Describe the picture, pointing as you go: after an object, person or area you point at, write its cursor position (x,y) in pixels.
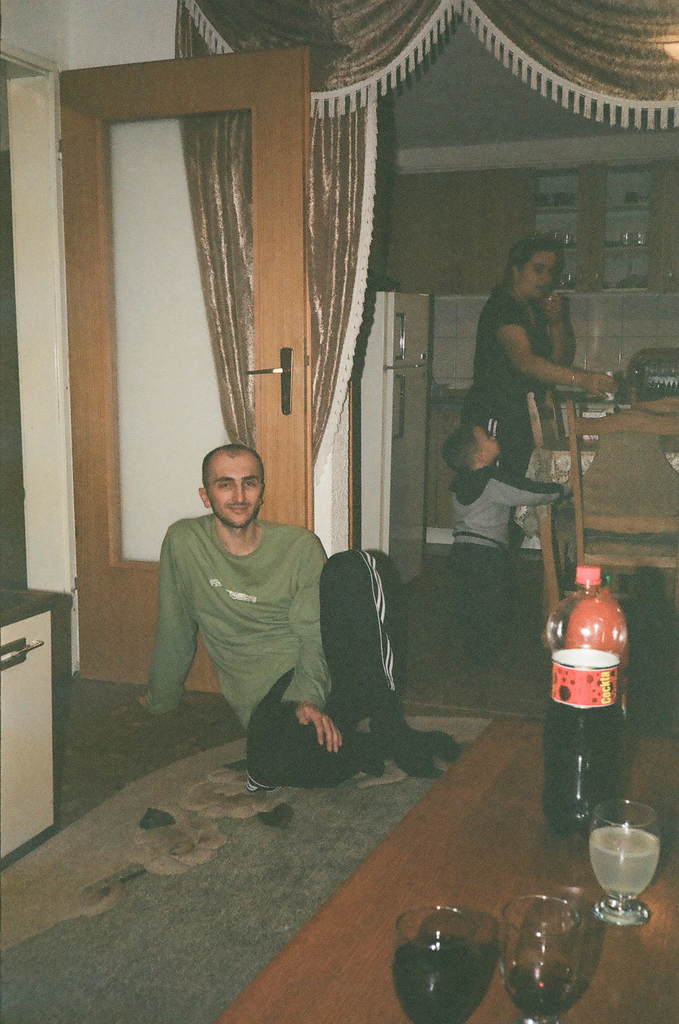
in this image we can see a person (238,694) sitting on the floor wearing green color t shirt (274,645) and black color pant (283,737). On the right side of the image (519,857) we can see a table (428,868) on which a bottle (570,712) is placed and there are three glasses (525,920) in which there are drinks (511,968). In the background of the image (505,480) we can see a child (497,482) standing and a woman (525,350) standing near the table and the chairs (613,518). on the top of the image (595,45) we can see a curtains (200,20) and in the left side of the image (168,296) we can see a door (189,291).
